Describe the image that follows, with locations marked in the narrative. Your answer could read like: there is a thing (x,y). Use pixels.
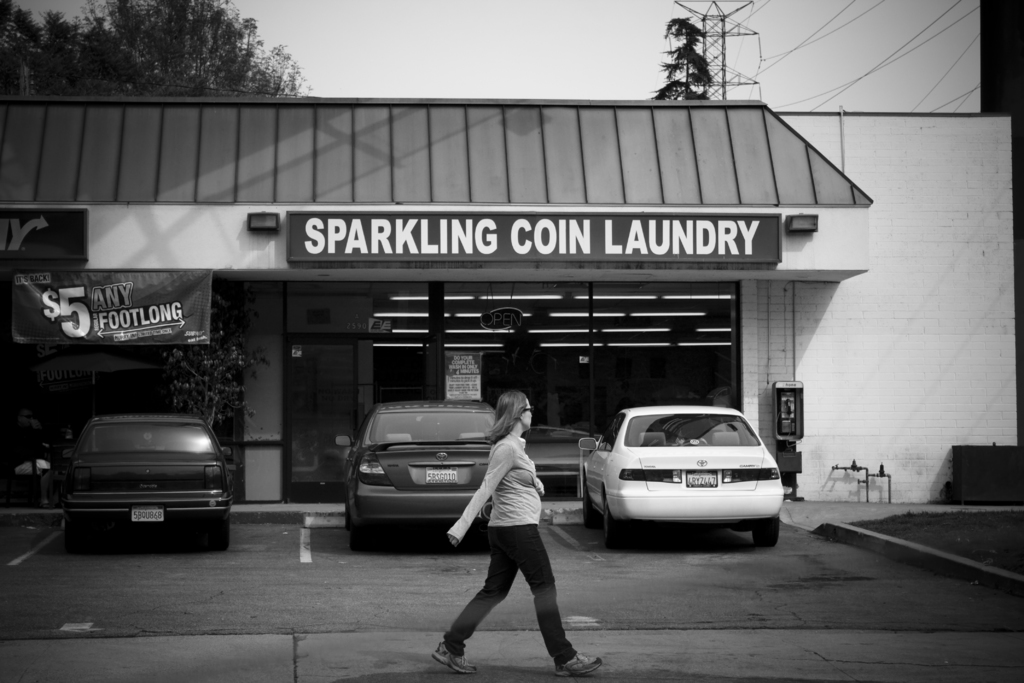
In the middle of the image (500,398) a woman (559,638) is walking behind her there are some vehicles (722,420). Behind the vehicles (716,439) there is a building (677,170), on the building (449,321) there is a banner (106,313) and there are some plants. At the top of the image (406,53) there are some trees (144,16) and poles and sky (889,69).
